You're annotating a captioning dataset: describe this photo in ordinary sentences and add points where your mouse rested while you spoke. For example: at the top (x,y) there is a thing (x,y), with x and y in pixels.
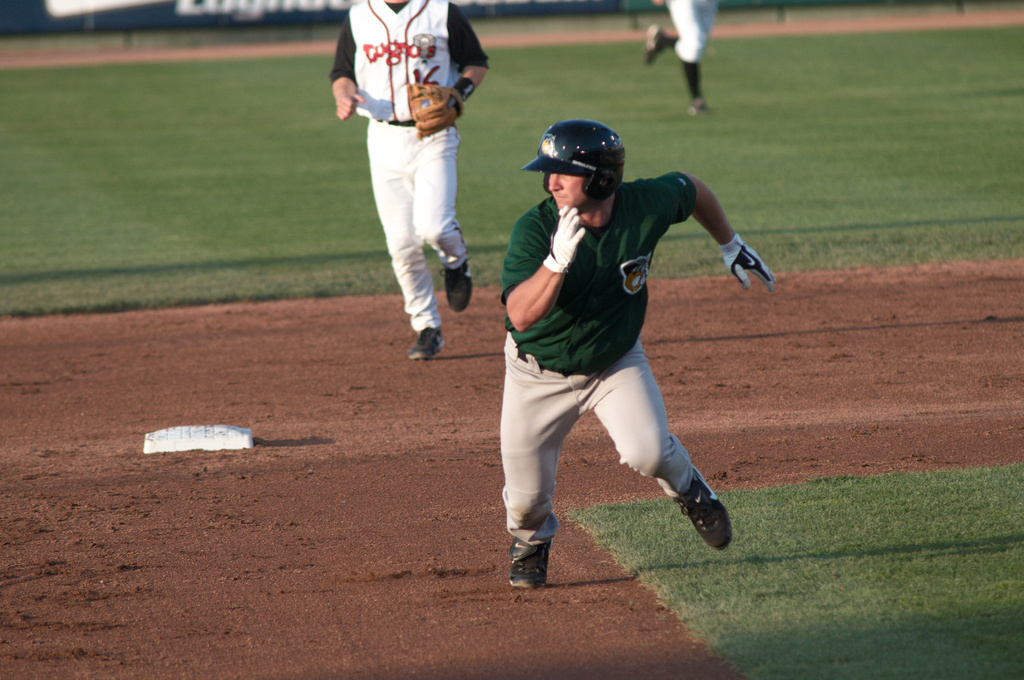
In this image we can see two persons (555,215) running in the ground (383,275). At the top of the image (647,43) we can see human legs (649,45). In the background (356,159) there is ground (232,237) and sand (293,435).
